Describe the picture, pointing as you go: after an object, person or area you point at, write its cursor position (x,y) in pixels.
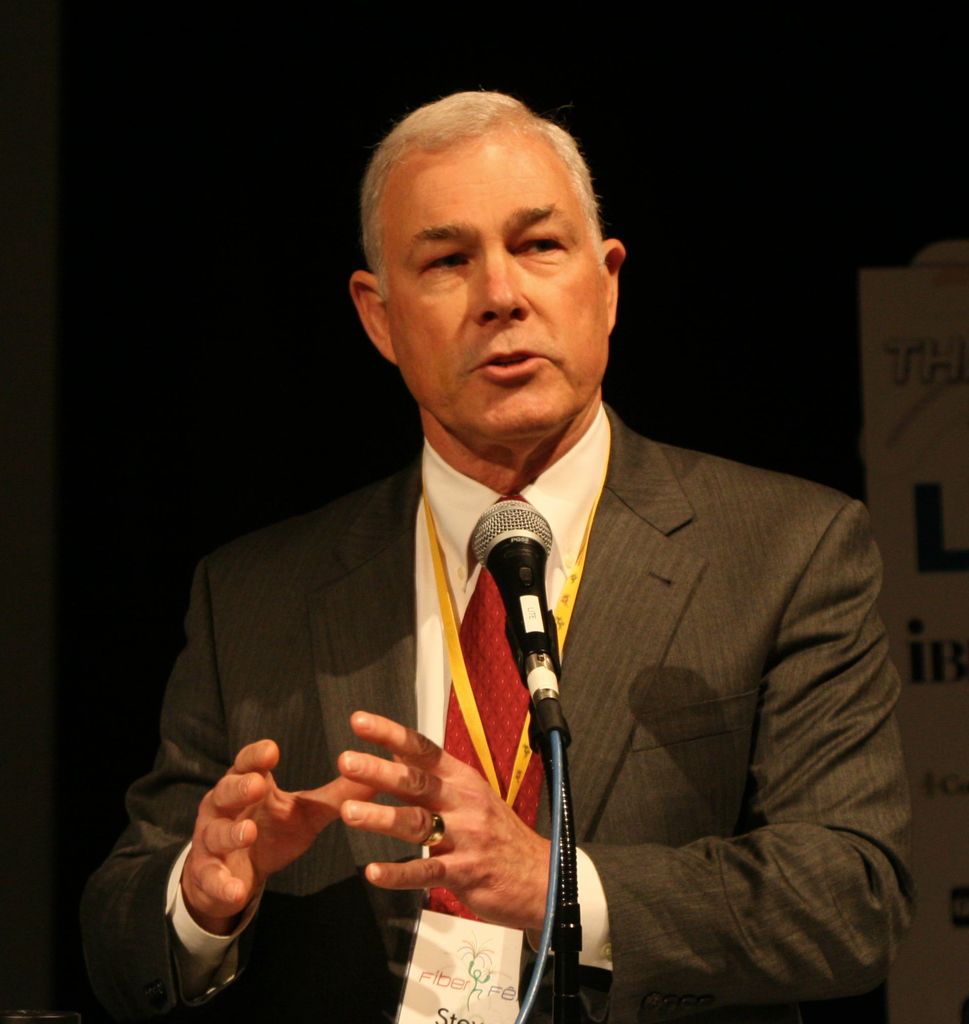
In the center of the image (578,352) there is a man (487,575) speaking into mic (515,603).
